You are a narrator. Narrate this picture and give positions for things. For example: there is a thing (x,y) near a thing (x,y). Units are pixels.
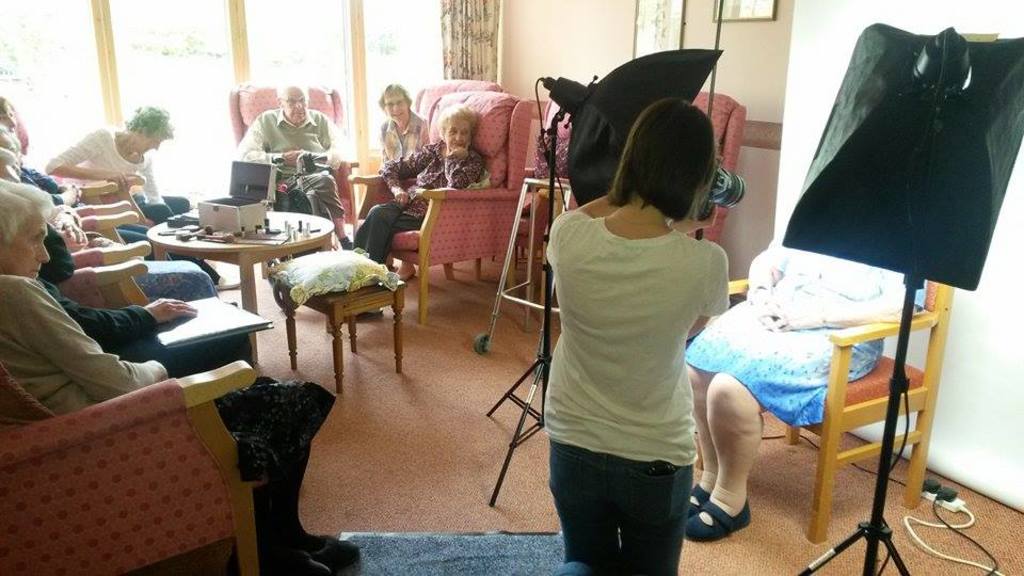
In this image I can see there are group of people (70,329) who are sitting in a chair (129,410) in front of the table (221,242). On the table (274,220) we have few objects (249,214) on it. The person (666,374) on the right side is taking a photo.
